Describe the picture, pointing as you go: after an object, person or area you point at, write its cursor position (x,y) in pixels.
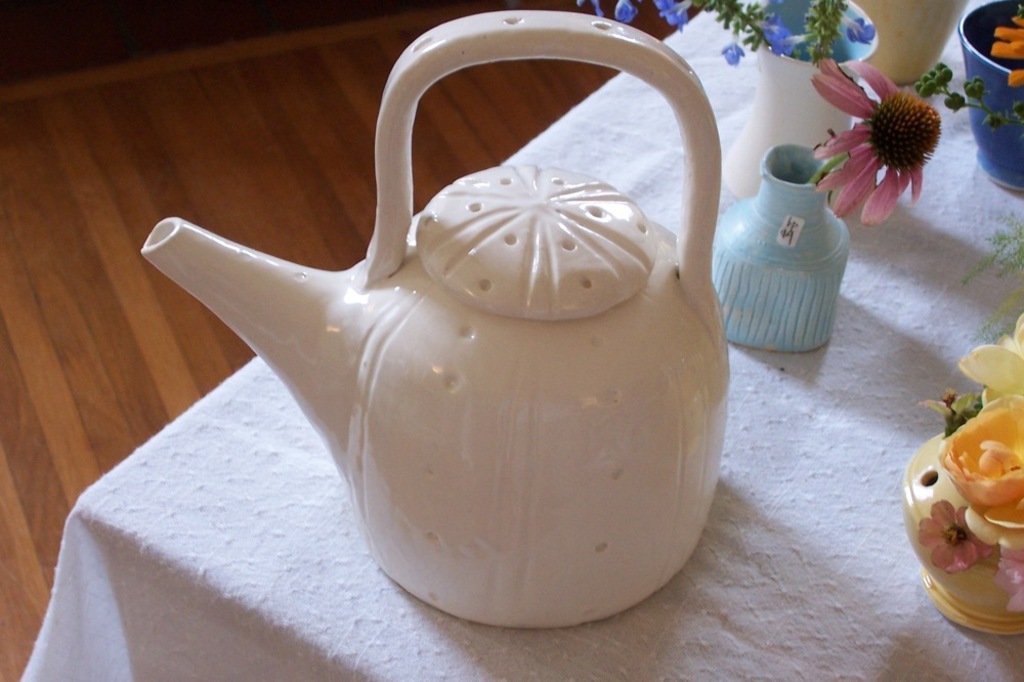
In this image there is a table (249,562), on the table (851,306) there is a white color cloth (263,479) and there is jar (540,370), pots (787,328), flowers (966,481). And on the left side of the image (108,182) there is floor (94,315).
